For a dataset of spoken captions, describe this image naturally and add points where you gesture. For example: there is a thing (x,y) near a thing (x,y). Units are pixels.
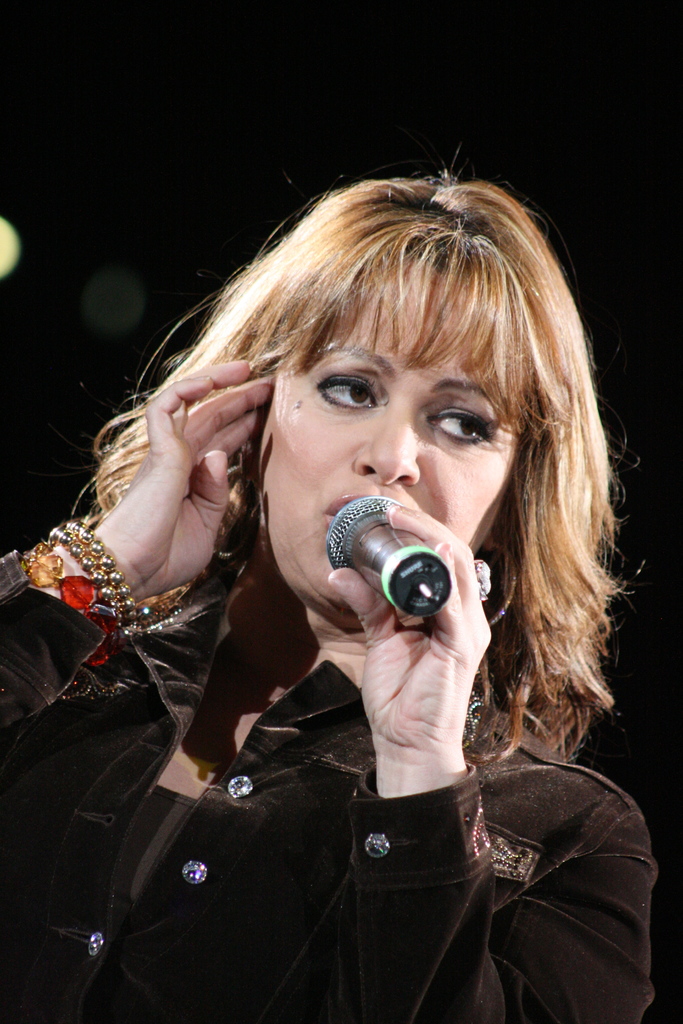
In the center of the image (297,378) there is a woman (254,467) holding mic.
